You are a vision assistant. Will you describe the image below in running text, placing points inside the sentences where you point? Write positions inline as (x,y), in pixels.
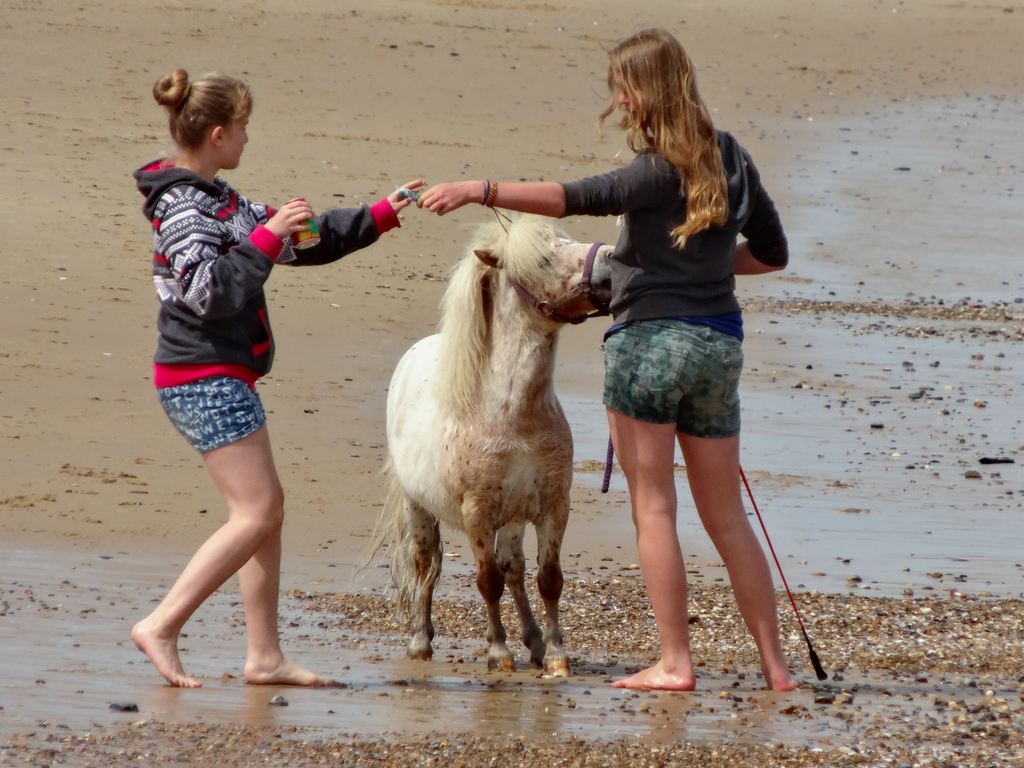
In this image I can see two women (305,260) and one white Horse (479,393). One woman (651,264) is wearing black t-shirt (661,248) and other lady (234,294) is also in black jacket (195,285). Here I can see one woman (526,205) is giving some object (402,196) to the other lady (197,219). This another lady (222,368) is about to catch the object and also she is holding one bottle (301,236) in her another hand (285,223).
